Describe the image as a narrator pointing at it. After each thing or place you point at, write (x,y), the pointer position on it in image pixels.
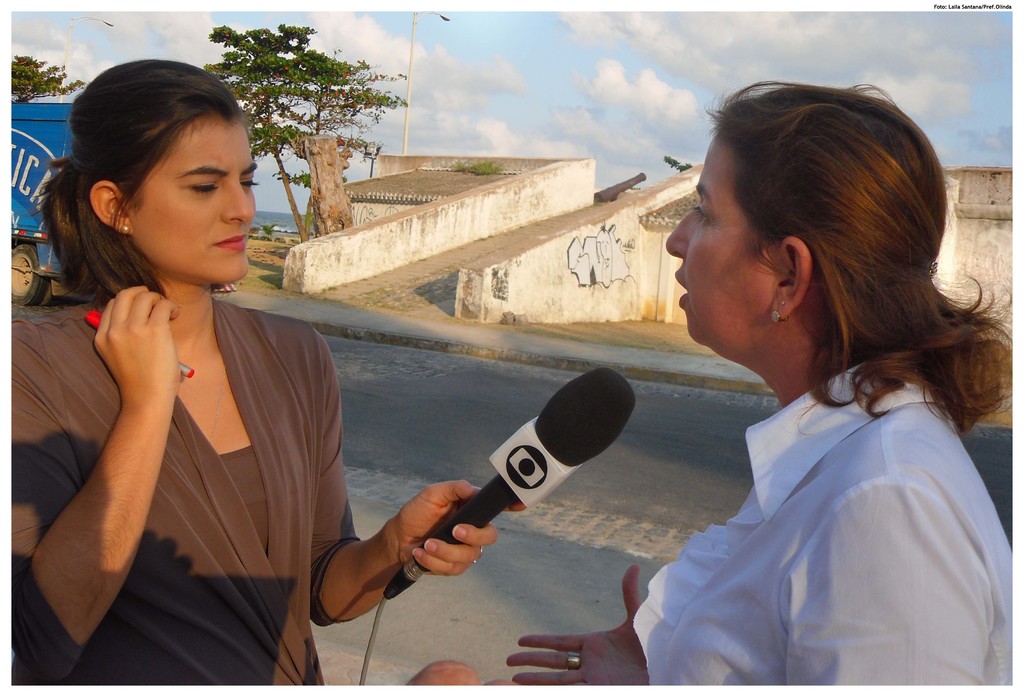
As we can see in the image there are two women (225,374) in the front (172,140). The woman (168,377) standing on the front (159,559) is holding a mic (370,652). In the background (321,211) there is a tree (337,117) and street lamps (413,54). On the top (590,58) there is sky (645,94) and clouds (636,96).
